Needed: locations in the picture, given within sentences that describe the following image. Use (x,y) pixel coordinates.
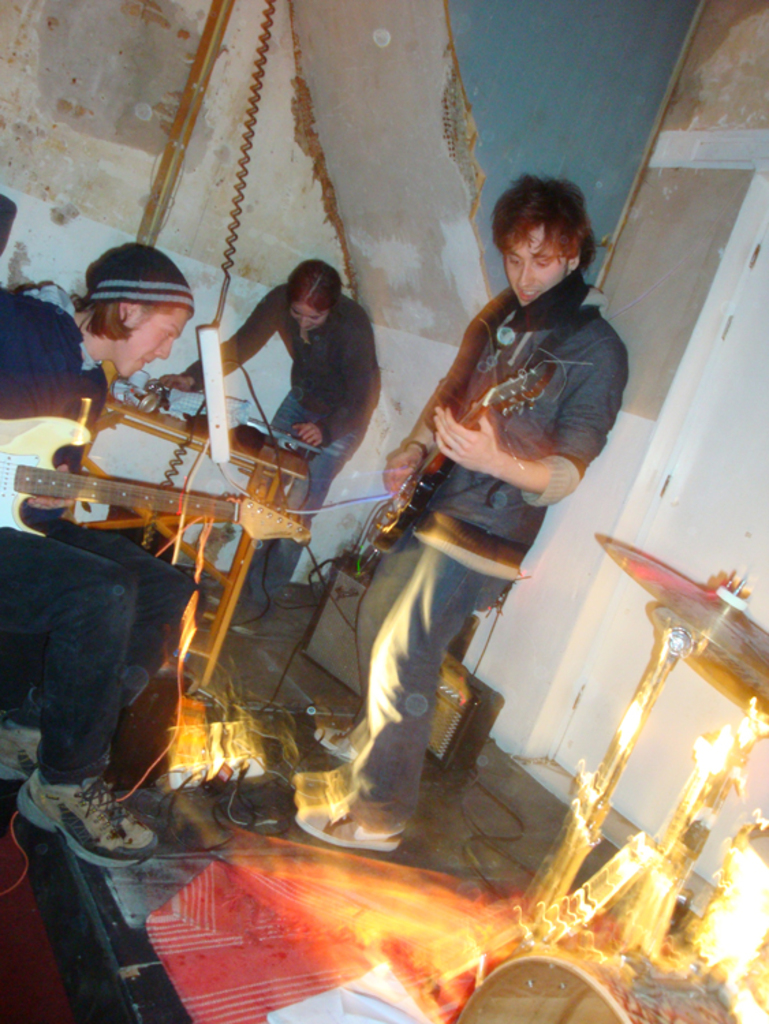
In the center of the image (420,461) there is a person (547,240) holding a guitar (429,456) and standing on dais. On the right side of the image (585,983) we can see a musical instruments (724,740). On the left side of the image (74,622) we can see persons (59,642) and musical instruments (78,435). In the background (268,220) we can see table (257,440), person (285,339) and wall (349,163).
